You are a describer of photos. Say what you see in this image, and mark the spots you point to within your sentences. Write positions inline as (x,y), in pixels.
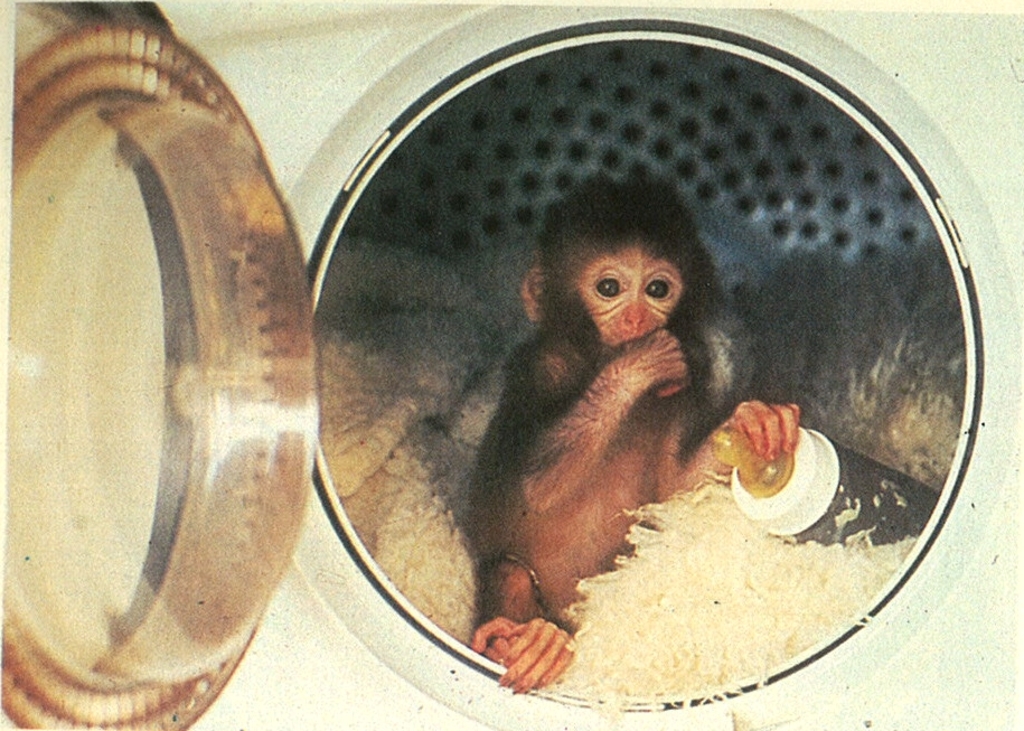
In this image I can see a monkey (505,487). I can see this monkey (679,440) is holding a bottle (749,492). I can also see this monkey (590,398) is sitting inside the washing machine (473,664) and I can also see a white cloth (676,523) in the machine (176,379).
